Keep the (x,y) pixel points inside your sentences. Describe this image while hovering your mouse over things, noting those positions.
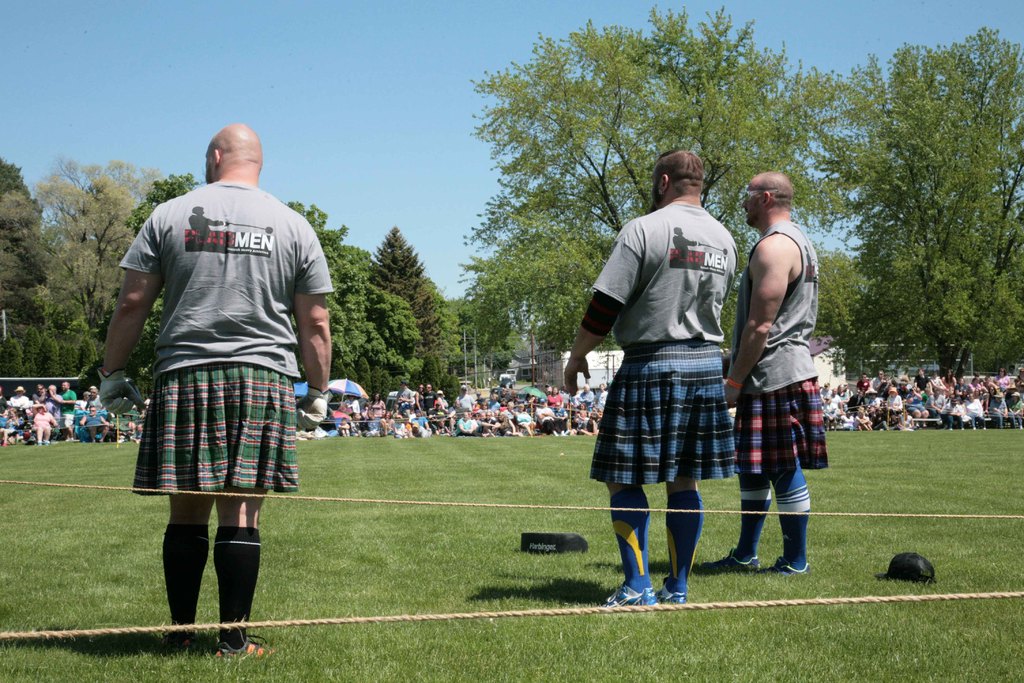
In this image there are three persons (134,402) standing on the surface (467,474) of the grass (491,520) and there are few objects (563,551), in the foreground of the image (616,507) there is a rope fence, in front of them there are few spectators (41,402). In the background (489,270) there are trees (991,262), buildings (530,372) and the sky (485,171).
